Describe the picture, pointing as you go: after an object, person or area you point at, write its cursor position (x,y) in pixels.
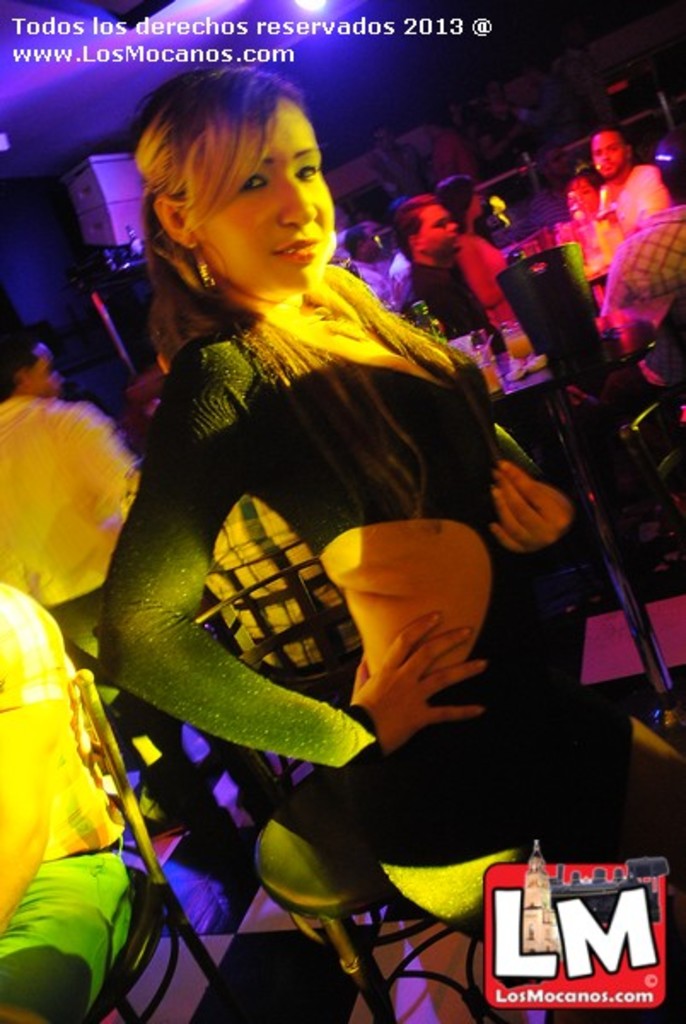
The picture is taken from some website it looks like a party in a club (114,286), there are many people (281,327) and there is a woman (372,794) in the front (310,697) posing for the photo and behind her there is a table (509,359) and on the table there are some drinks (491,380) and there are different types of lights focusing on the people (353,491).
